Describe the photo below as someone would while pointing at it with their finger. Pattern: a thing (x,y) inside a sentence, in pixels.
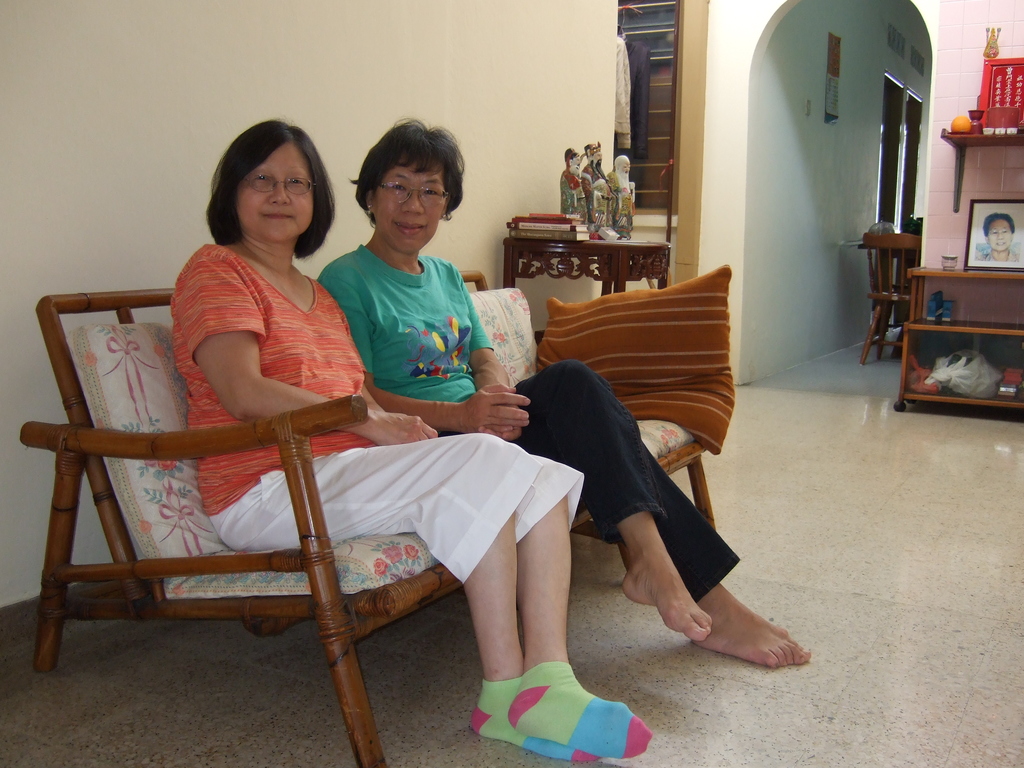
On the left side of the image (188,509) I can see the sofa (149,374), pillows (701,360), books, toys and two people (224,323) are sitting. On the right side of the image (978,330) I can see photo frames (1007,242), cupboard (999,346) and some other objects (887,229). In the background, I can see photo frames (1015,262) and doors (914,111).
